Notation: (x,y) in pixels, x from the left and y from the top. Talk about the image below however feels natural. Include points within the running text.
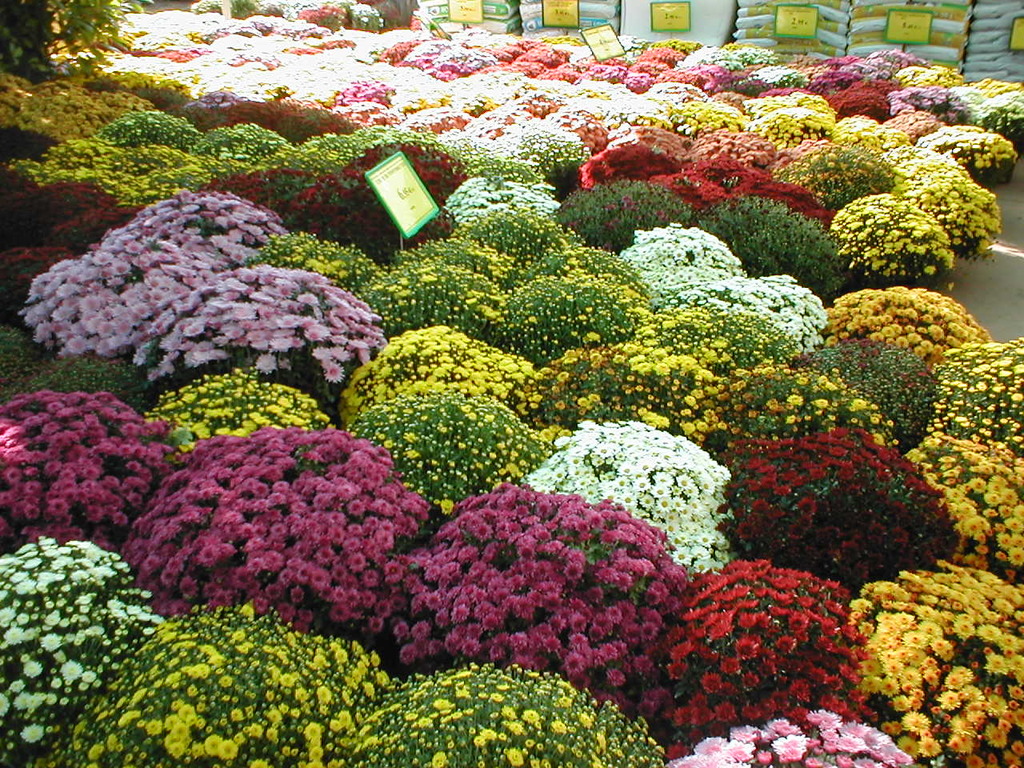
In this image some flower pots (497,537). The flowers (340,318) are in different colors. On the top of the image (787,38) I can see some bags (704,20) and boards (554,11).
